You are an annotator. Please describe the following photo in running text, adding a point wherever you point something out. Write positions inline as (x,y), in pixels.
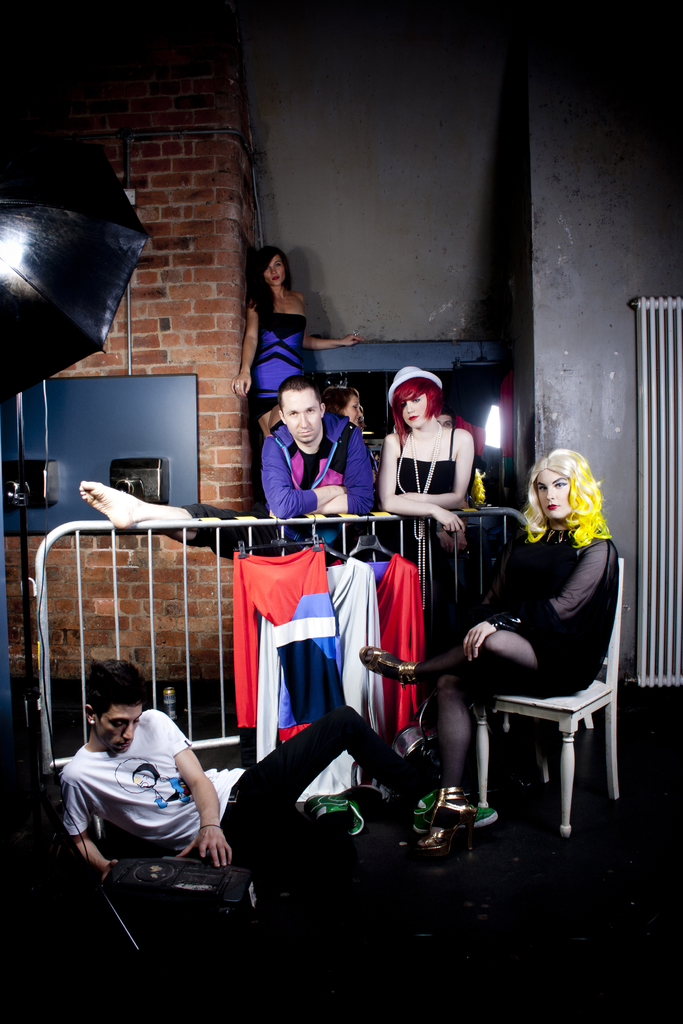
In the picture we can see a man (118,684) sitting on the floor (204,760) and leaning into it and he is wearing a white T-shirt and near him we can see a woman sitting on a chair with a black dress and behind them, we can see a railing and some clothes (274,570) hung with it and behind the railing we can see a man (214,535) and a woman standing and behind them also we can see a woman (287,371) standing near the wall (215,188) and the wall (138,267) is with bricks (236,450).
